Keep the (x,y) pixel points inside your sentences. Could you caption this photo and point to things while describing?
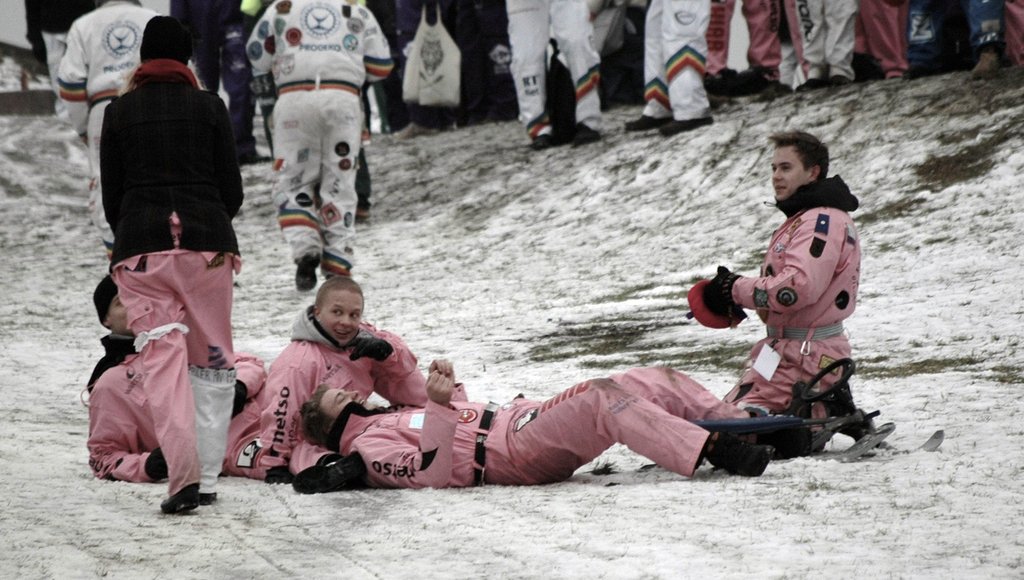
Here in this picture we can see a group of people (321,371) lying and walking and standing on the ground (271,201) over there with different colored suits (293,376) on them and some are wearing jackets (197,179) and caps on them also and some people (414,121) are holding bags (438,69) with them.
